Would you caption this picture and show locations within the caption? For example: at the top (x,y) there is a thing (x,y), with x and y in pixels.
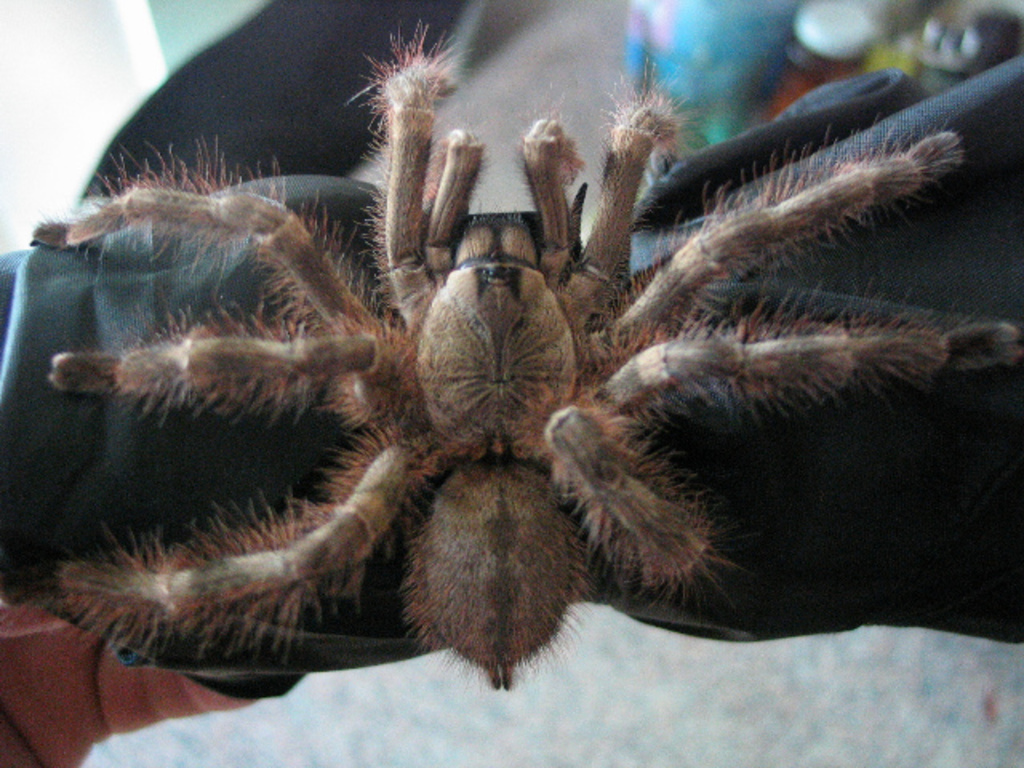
In this image we can see a spider (476,483) on a surface (876,287). In the background (699,71), we can see a bottle (795,47).
